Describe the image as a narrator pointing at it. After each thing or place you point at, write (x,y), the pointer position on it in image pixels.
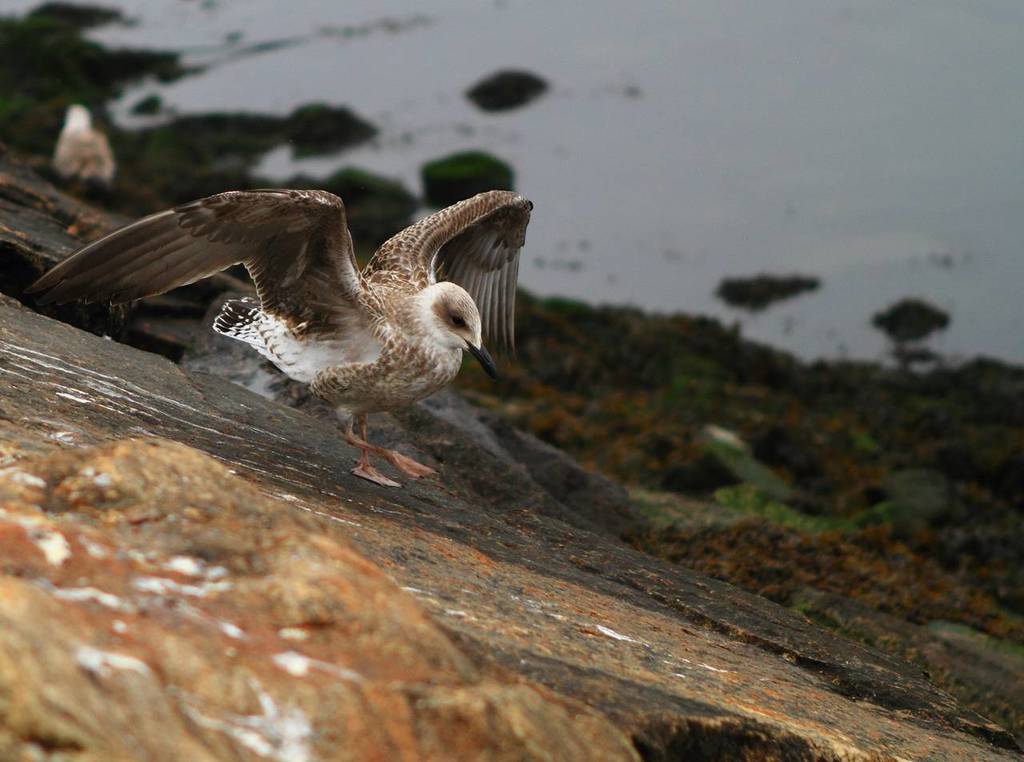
On the left side (266,355), there is a bird (442,331) on a surface (189,426) of a hill (311,398). Behind this bird (309,378), there is another bird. On the right side (924,515), there are plants (793,360) and rocks (672,345). In the background (660,311), there are water (415,154) and there are rocks (98,198).
